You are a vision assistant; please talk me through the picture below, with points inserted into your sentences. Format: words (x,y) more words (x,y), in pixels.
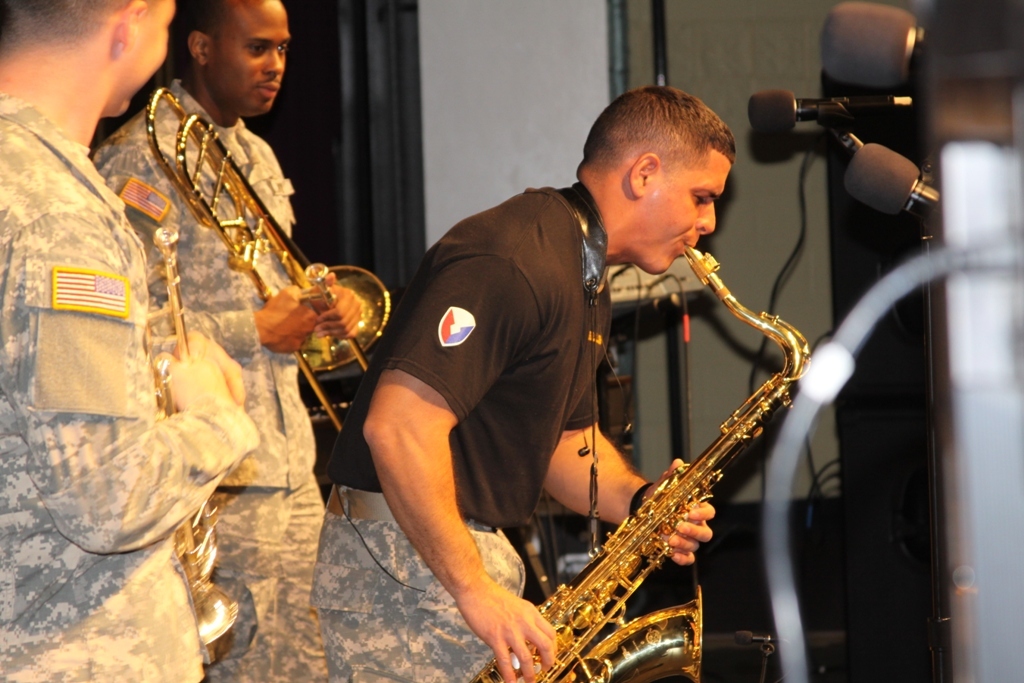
In this image I can see three men (480,361) are standing and I can see two of them are wearing uniforms (209,235). I can see they all are holding musical instruments (661,625). Here I can see few mics (879,174).
